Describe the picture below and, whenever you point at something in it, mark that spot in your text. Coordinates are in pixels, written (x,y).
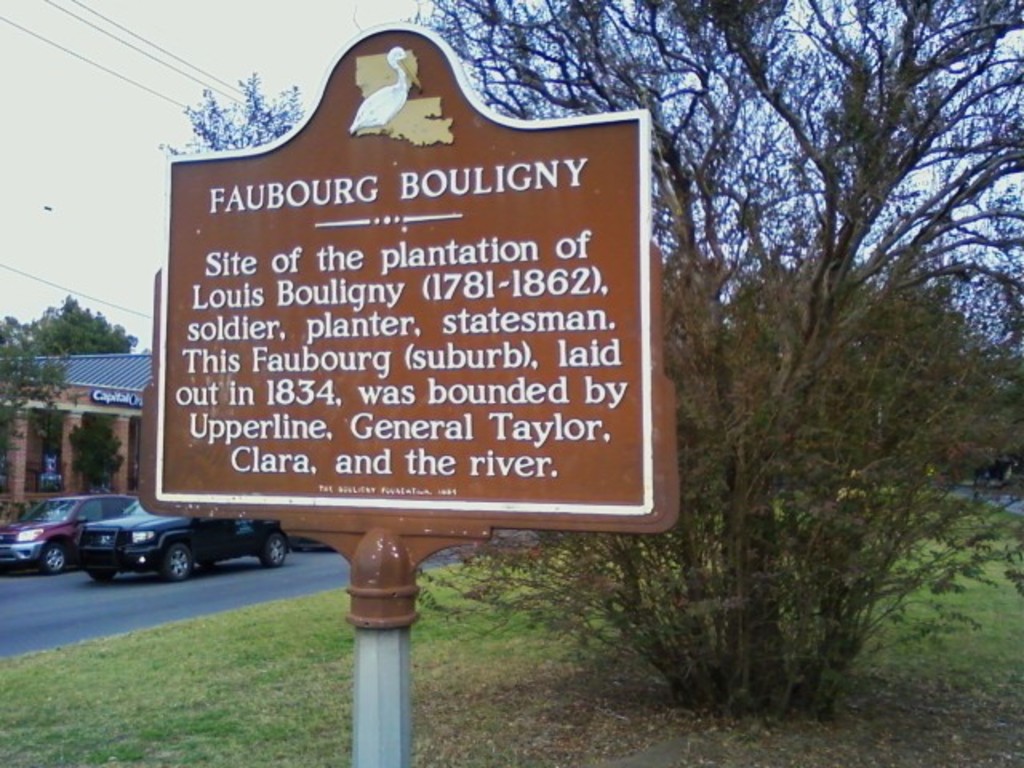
In the center of the image (418,392) we can see a board (549,321). On the left side of the image (129,356) we can see the cars (94,508), building (113,425), roof (137,376), road (94,580). In the background of the image (31,677) we can see the trees (1005,264), wires (160,64), grass (464,652). At the top of the image (275,33) we can see the sky (258,60). At the bottom of the image (418,674) we can see the ground (419,609).
